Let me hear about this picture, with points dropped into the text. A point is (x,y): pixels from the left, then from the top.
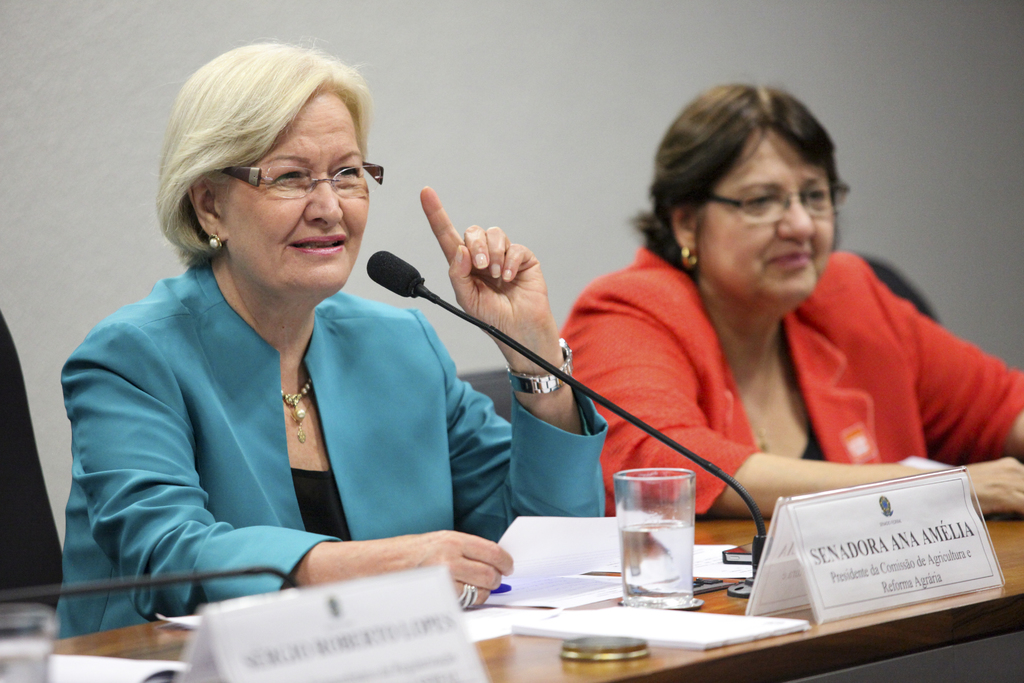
In this picture I can see two people (547,450) sitting on the chairs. I can see the microphones (493,331). I can see name plates (823,580). I can see the glass (680,513) and papers (693,621) on the table (541,667).
